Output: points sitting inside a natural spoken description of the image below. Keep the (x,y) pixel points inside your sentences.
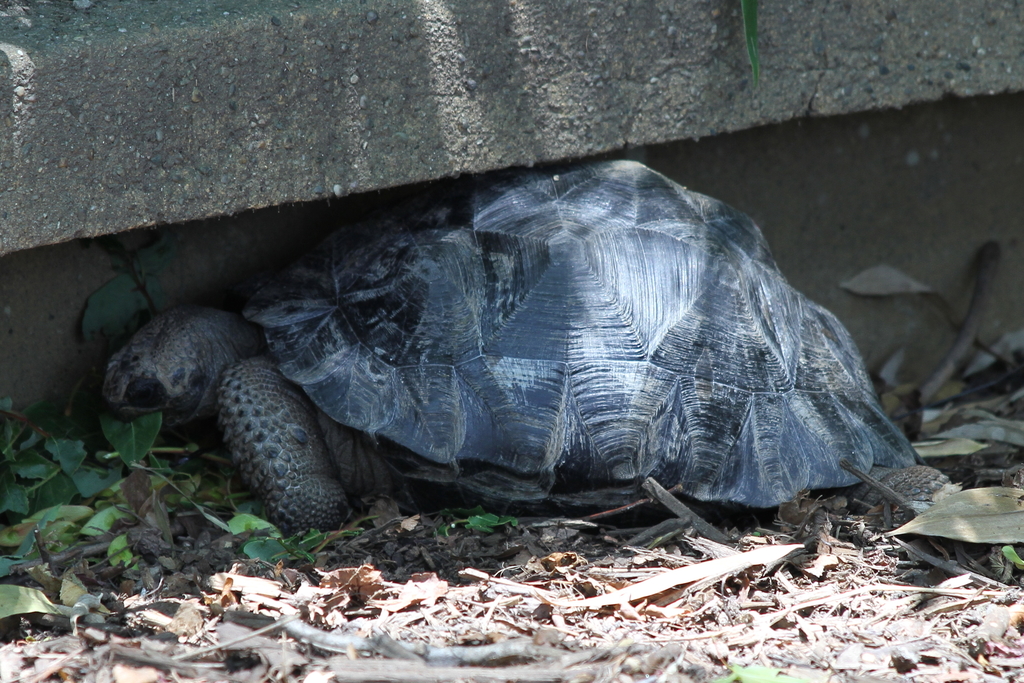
In this picture we can see a tortoise (932,480) on the ground (784,510) and in the background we can see a wall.
